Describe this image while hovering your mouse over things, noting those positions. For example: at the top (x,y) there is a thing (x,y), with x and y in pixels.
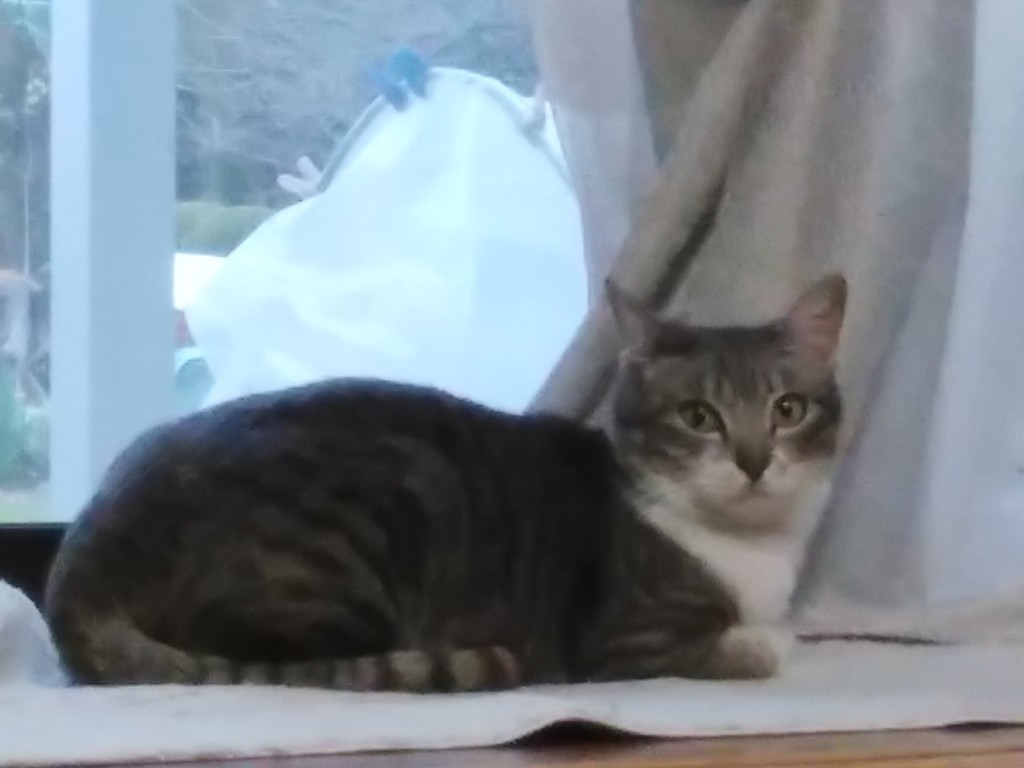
In the center of the image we can see one table (475,749). On the table (419,762), we can see one cloth (822,617). On the cloth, we can see one cat (484,567), which is in black and white color. In the background (432,109) there is a curtain (799,63) and a glass window (334,136). Through glass window (275,198), we can see one pillar (145,239), tent (361,221), wall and a few other objects (282,100).
